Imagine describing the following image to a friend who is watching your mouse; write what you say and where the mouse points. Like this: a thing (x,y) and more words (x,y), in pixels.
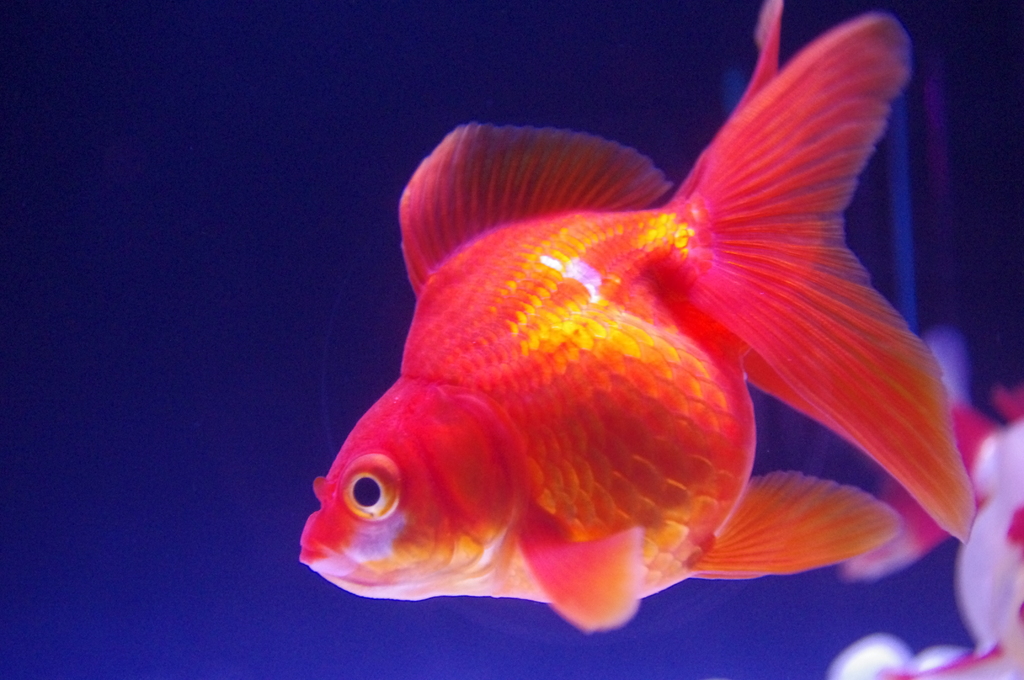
This picture contains an orange fish (755,249) in the water (693,626). Beside that, we see a white and red color fish (984,574). In the background (297,267), it is blue in color and this picture might be clicked in an aquarium (161,316).
